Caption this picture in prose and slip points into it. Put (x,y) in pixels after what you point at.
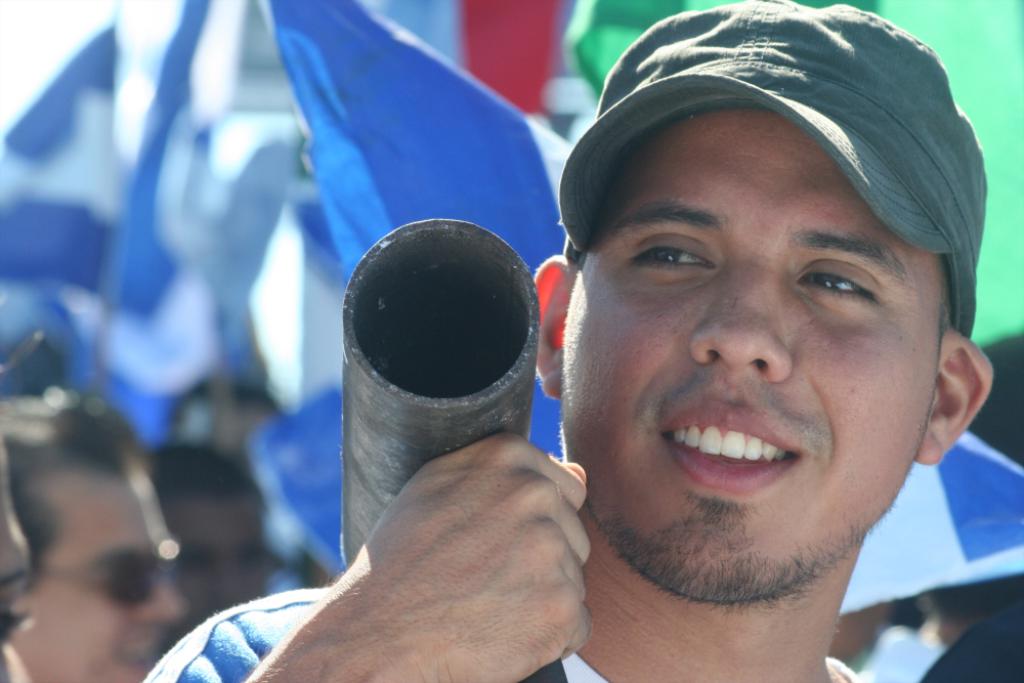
This picture shows few of them standing and we see a man (891,387) wore cap (820,107) on his head (798,207) and he is holding a metal rod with his hand (539,566) on the shoulder (239,645) and we see flags (420,79) and a man (147,593) wore sunglasses (140,600) on his face (120,523).
